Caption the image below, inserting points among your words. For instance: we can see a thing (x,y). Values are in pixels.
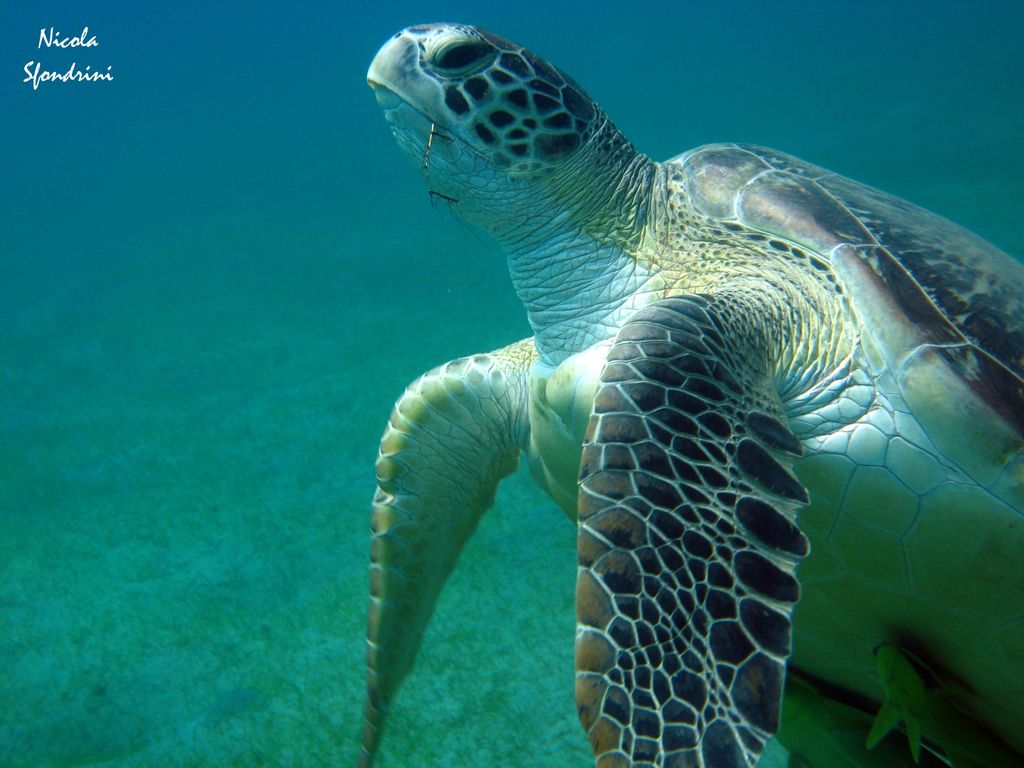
In this image there is a turtle (634,395) under the water (389,346).
